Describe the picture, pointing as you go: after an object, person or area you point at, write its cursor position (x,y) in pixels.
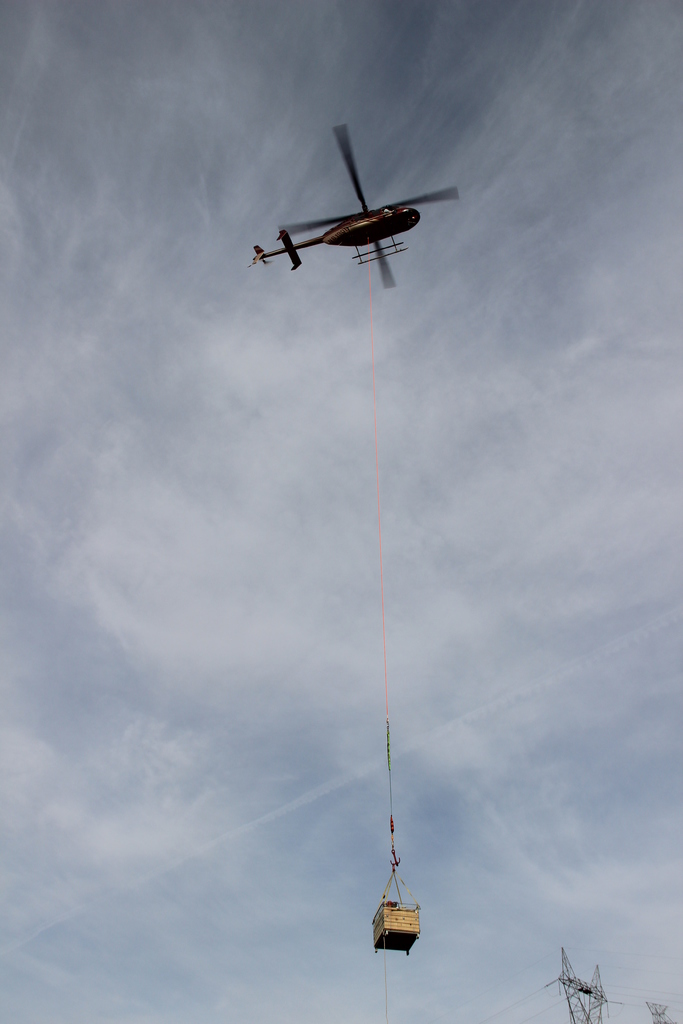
In this image I can see an aircraft (433,195) which is in the air (329,258). There is a rope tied to the aircraft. I can also see the box (379,937) to the rope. In the background (211,645) I can see the sky (170,430), clouds (342,622) and the tower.
